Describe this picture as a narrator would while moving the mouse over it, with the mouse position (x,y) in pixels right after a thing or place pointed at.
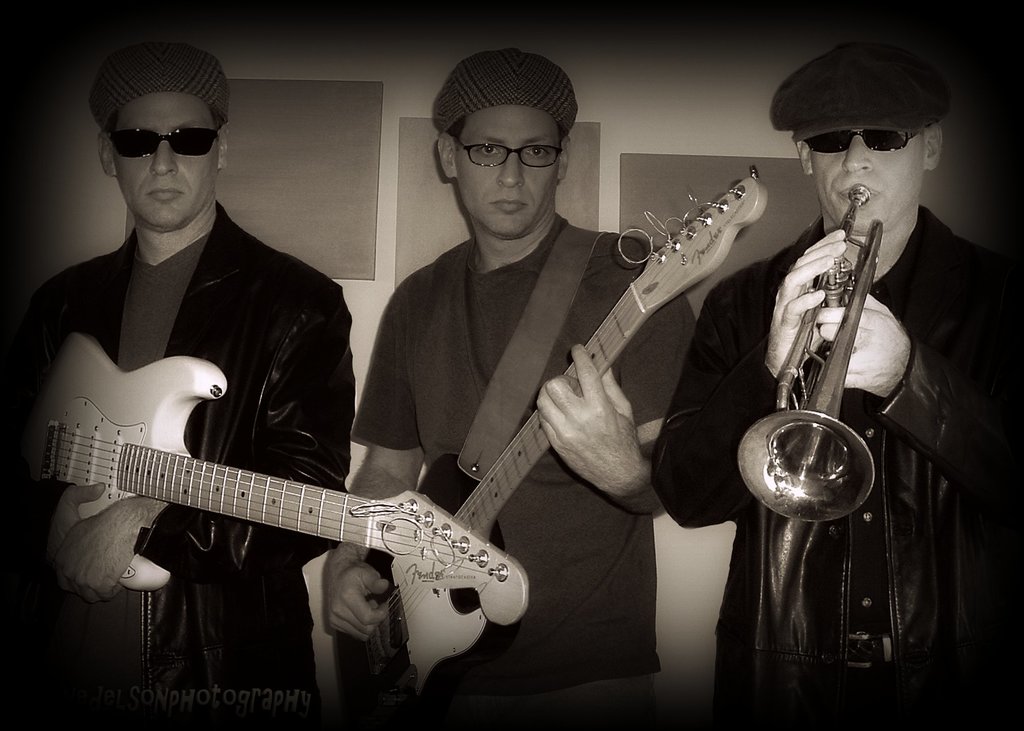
In this image there are three man (253,289) the two man (547,476) here are hold the guitar (425,480) and playing, the man (814,540) stand here is playing the musical instrument (814,463), at the back ground (708,156) i can see a wall (675,183).
